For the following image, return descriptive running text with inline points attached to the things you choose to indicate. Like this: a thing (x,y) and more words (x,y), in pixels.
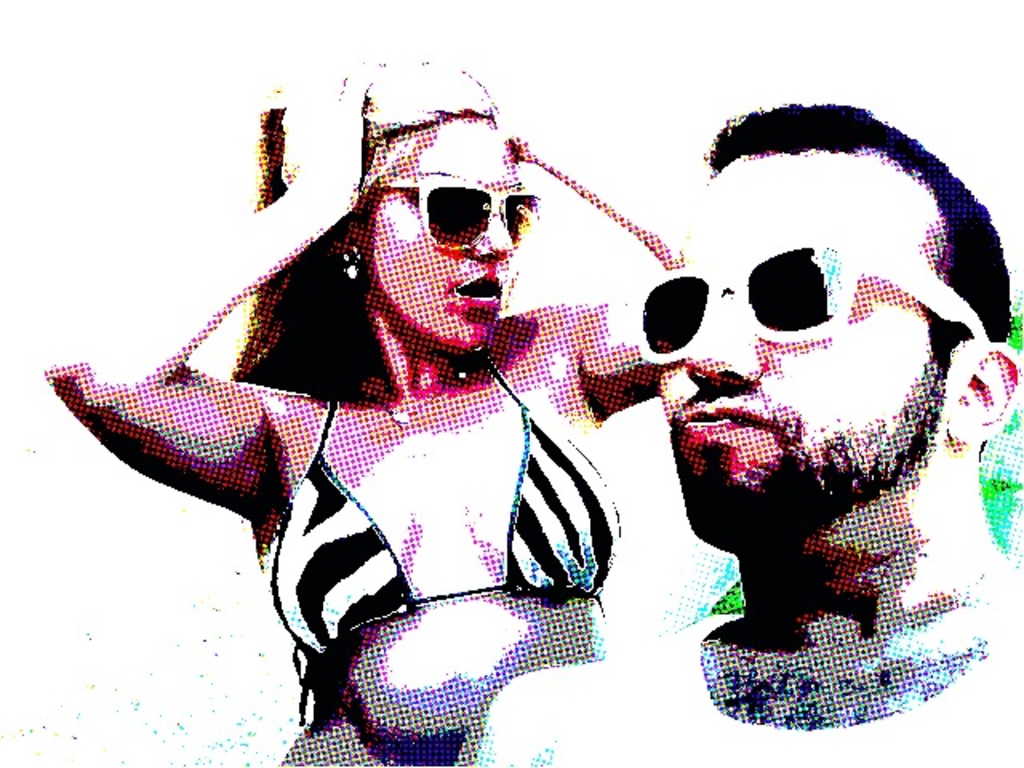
In the image we can see a man (773,695) and a woman (368,279) wearing goggles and the woman (388,277) is wearing earrings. This is an animated picture.
